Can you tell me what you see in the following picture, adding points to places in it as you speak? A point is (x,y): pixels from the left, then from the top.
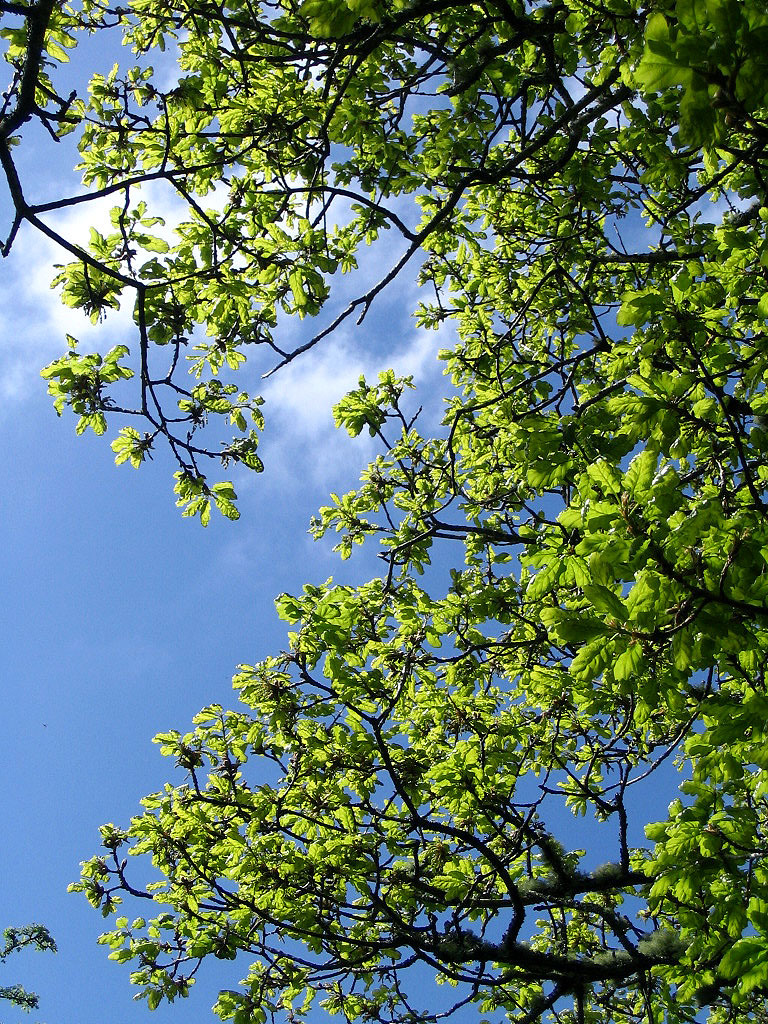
In this image we can see branches (633,874) and leaves (364,406). In the background (19,546) there is sky (272,413) with clouds (335,390).
